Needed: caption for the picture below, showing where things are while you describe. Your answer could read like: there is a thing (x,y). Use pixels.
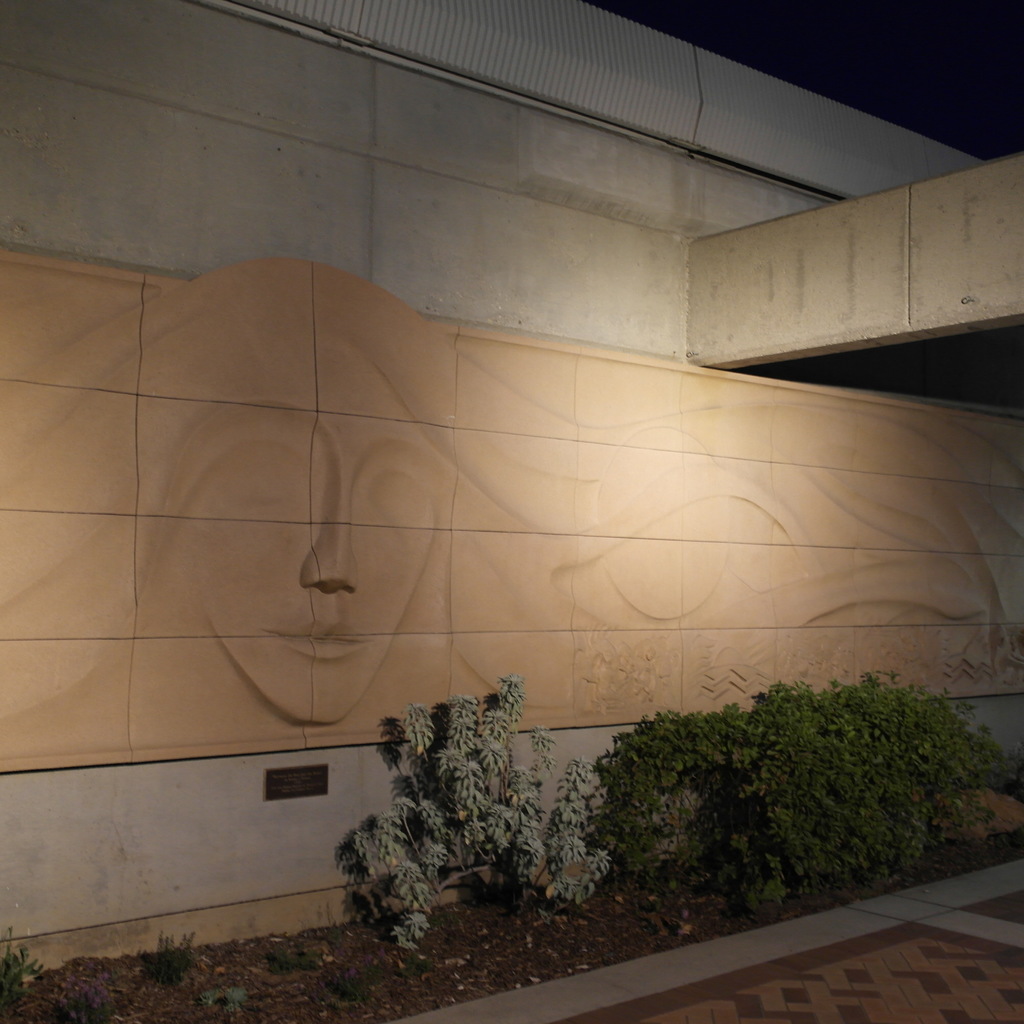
In this image we can see few plants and there is a building (591,342) in the background (563,360). We can see some design (570,656) on the wall (341,56) and it looks like a wall sculpture (959,575).
